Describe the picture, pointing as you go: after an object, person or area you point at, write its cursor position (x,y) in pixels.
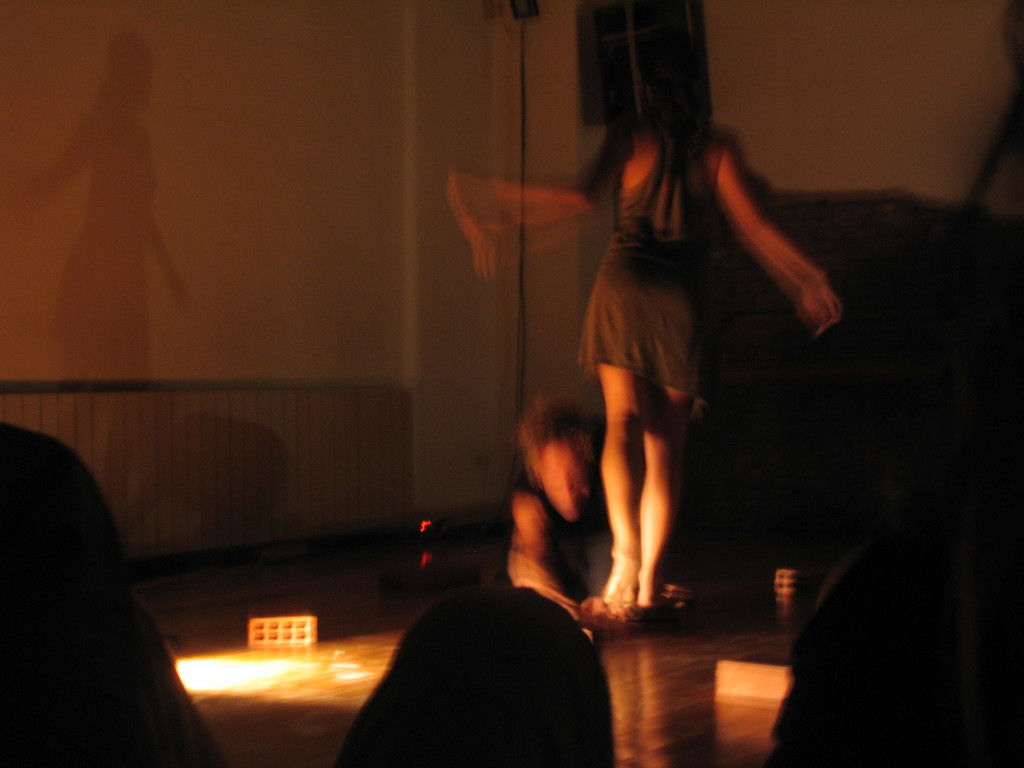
This is a blurred image. We can see there are two persons (624,553). Behind the persons (608,423) there are some objects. On the wall (245,247), we can see the shadow (129,283) of a person (114,245). At the bottom of the image (166,729), there are some objects (425,698).
